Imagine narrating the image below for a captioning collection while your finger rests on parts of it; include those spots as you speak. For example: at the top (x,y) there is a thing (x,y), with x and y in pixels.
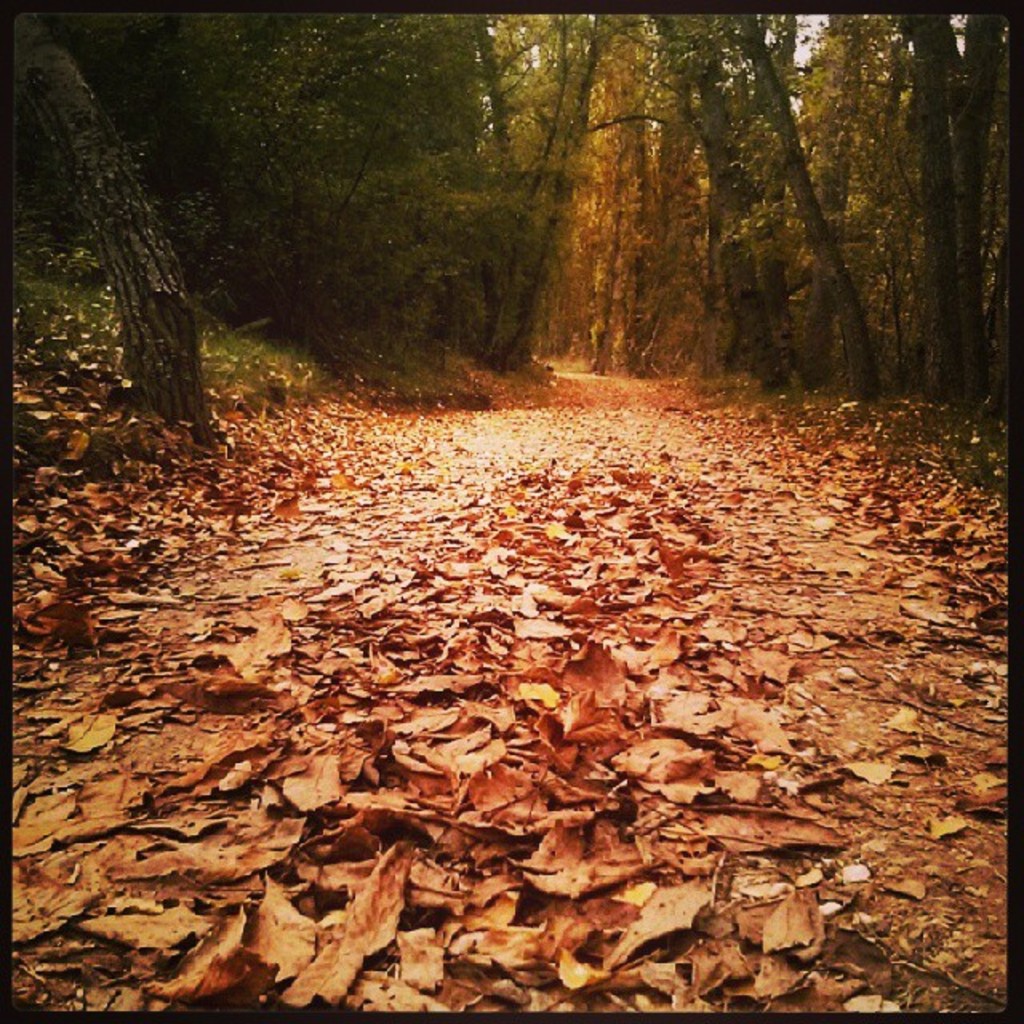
In this image there are few trees (453,351), grass (330,375) and few dried leaves (517,669) are on the land (937,679). In between the trees (642,313) there is a path (549,603).
